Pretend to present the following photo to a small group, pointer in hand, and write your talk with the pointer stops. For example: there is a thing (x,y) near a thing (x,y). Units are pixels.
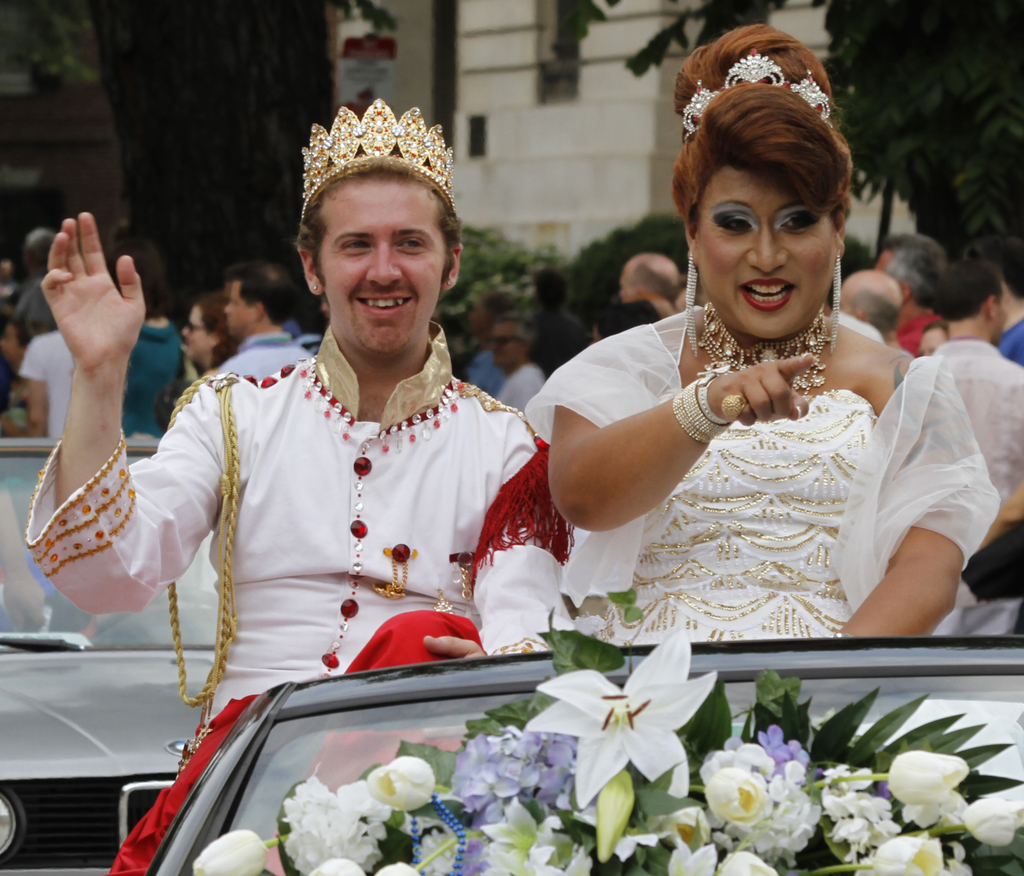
In this image we can see two persons (179,635) in the vehicle (630,717), on the vehicle (634,778), there are some flowers (511,765), also we can see a vehicle (45,655) and few people (270,296), there are some buildings (558,67), trees (580,276) and a board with some text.
